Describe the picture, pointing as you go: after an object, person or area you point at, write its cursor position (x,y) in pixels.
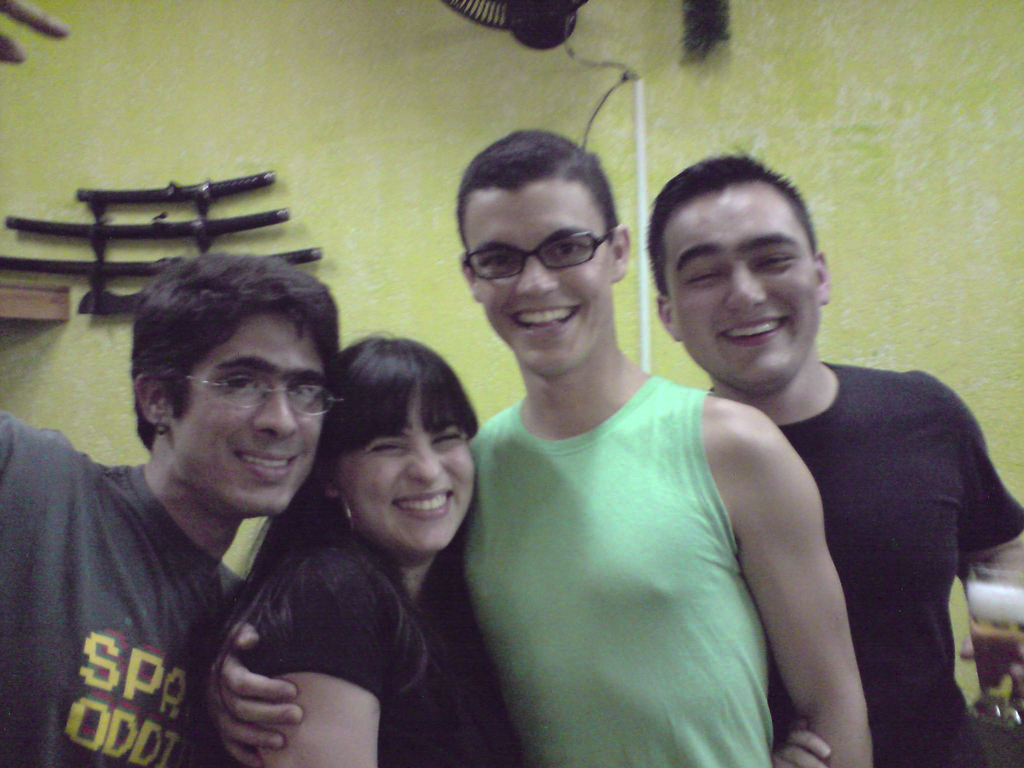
In the picture we can see three men (781,648) and one woman (312,630) are standing together and smiling, woman (342,510) is in a black dress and behind them, we can see a wall (182,160) with some things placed in it.
